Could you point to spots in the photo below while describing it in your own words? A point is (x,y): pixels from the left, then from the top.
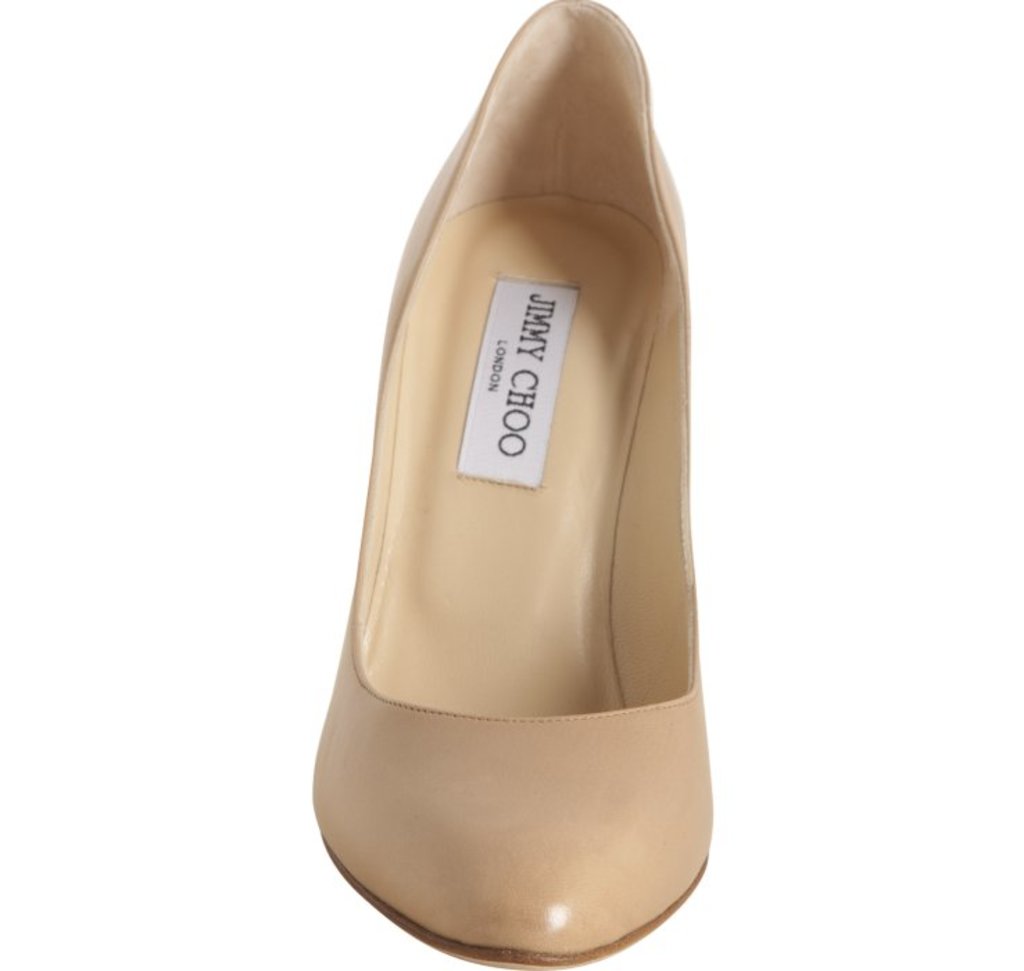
It is the image of a women footwear (515,677).
